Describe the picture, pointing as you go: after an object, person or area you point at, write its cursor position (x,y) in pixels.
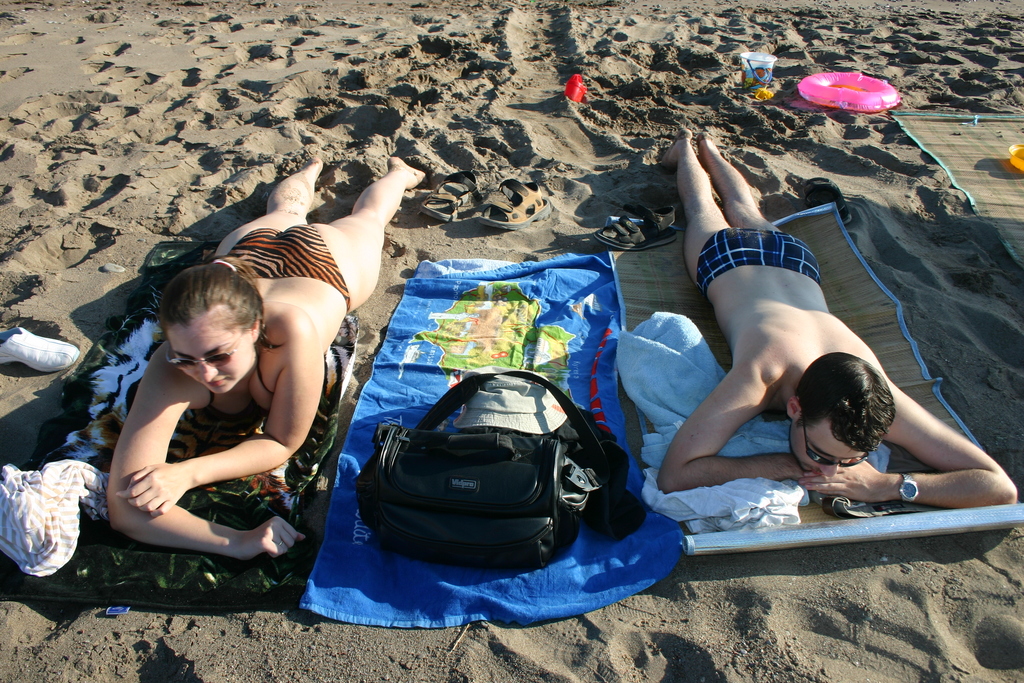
In this image there are two people (280,448) lying on the mats (293,482) on the beach sand (49,649), around them there are bags (493,443), shoes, clothes (699,328) and some other objects (437,335).
